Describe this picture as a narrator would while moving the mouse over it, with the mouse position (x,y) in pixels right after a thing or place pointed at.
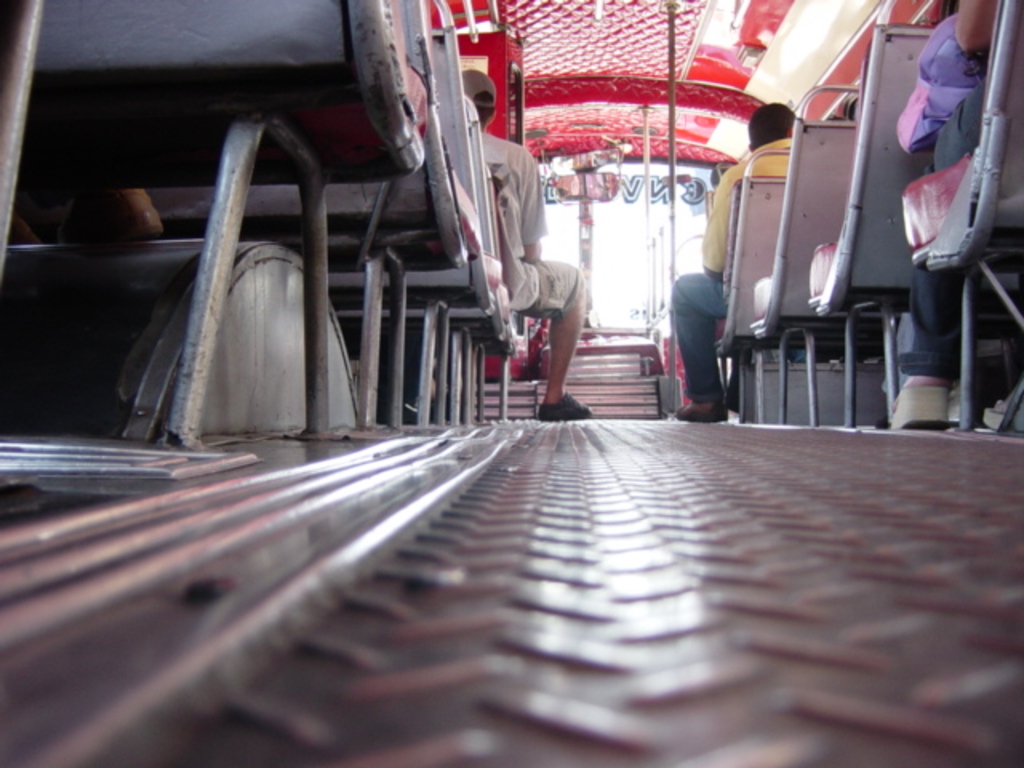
In this image we can see few people (526,190) sitting in the vehicle (485,216), there are rods (670,34), a mirror (584,172) and text (649,197) on the glass (644,243) of the vehicle (644,350).
